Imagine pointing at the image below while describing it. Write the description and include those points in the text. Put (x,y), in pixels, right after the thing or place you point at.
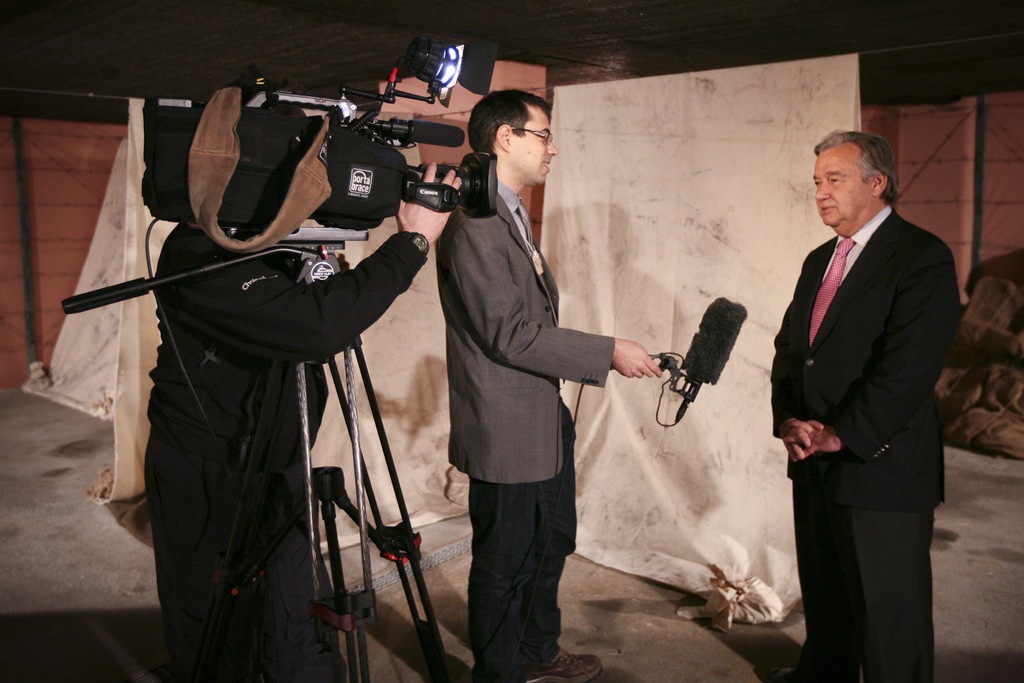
In this picture I can observe three men (501,258) in this picture. One of them is holding video camera (183,143) fixed to the tripod stand (301,242) on the left side (322,603). In the background (140,246) I can observe white color cloth (138,207).
